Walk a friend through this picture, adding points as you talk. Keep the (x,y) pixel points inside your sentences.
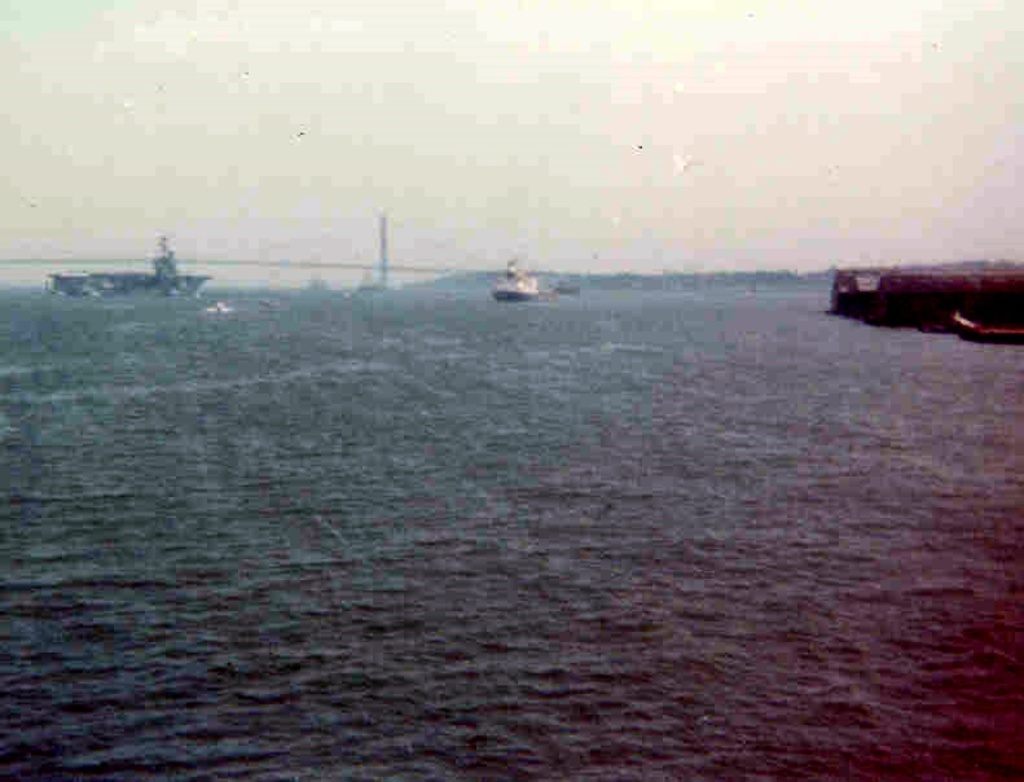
This is an outside view. At the bottom of the image (352,601) I can see the water (245,601). In the background (527,287) there are two ships (122,283) on the water (578,372). On the right side (876,295) I can see a wall (908,288). On the top of the image (589,128) I can see the sky (377,128).
